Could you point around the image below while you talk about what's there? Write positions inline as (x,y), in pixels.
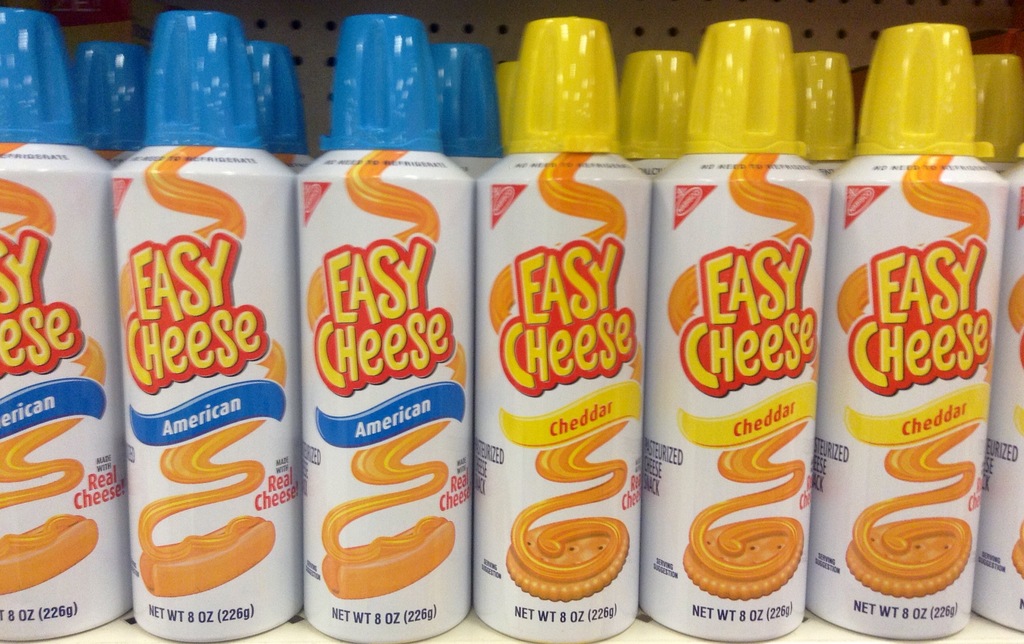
In this picture we can see bottles (712,314).
